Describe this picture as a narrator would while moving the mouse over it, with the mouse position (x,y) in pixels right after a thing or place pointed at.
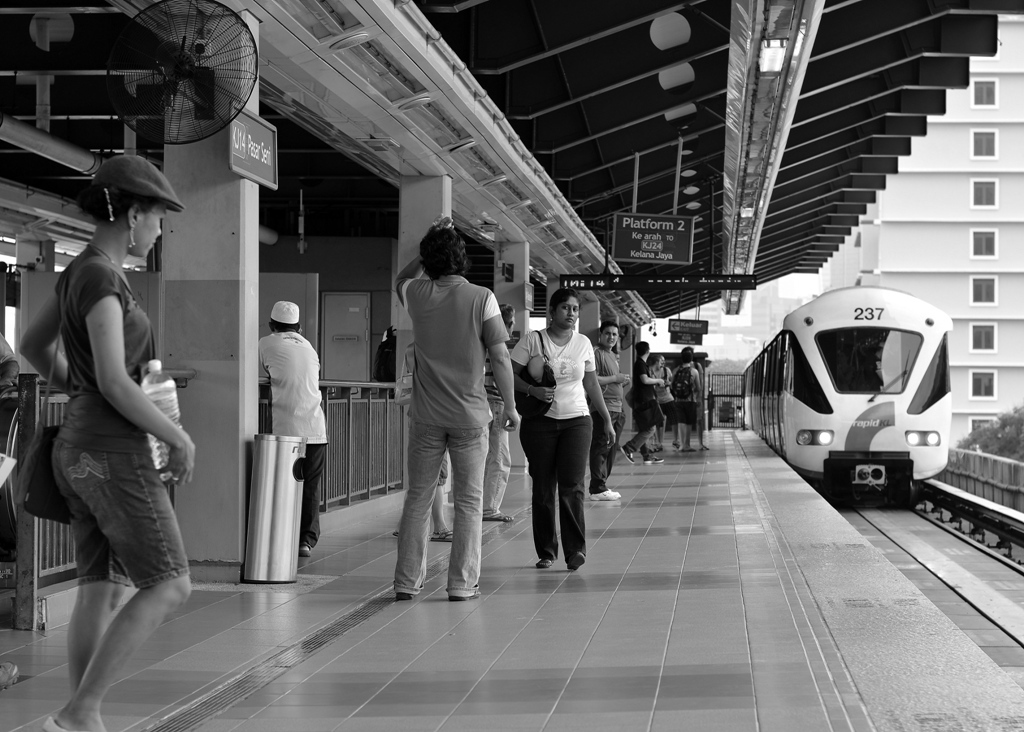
This is a black and white image where we can see these people (656,364) are standing on the platform (680,458), we can see dustbin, fence (32,434), fan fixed to the wall (243,508), boards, ceiling lights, a train (797,434) moving on the railway track (990,551), trees (970,444) and the buildings (1012,290) in the background (961,312).
